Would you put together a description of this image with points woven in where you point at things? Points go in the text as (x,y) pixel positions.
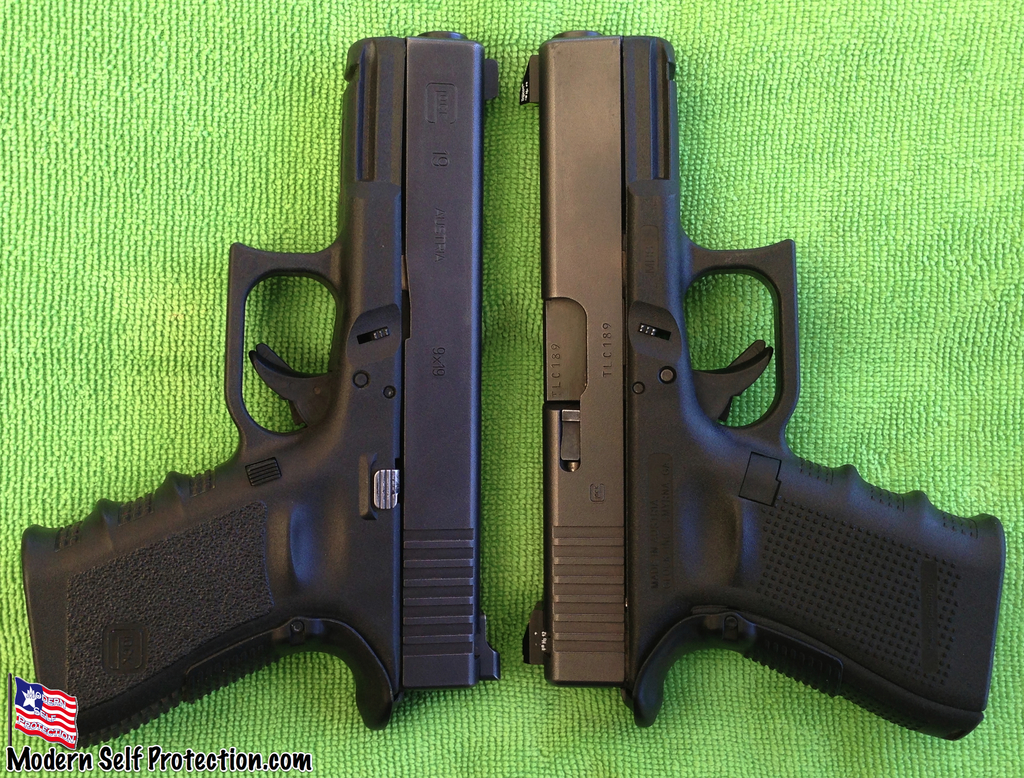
In this image, we can see two guns (372,500) are placed on the green cloth (850,738). In the bottom left (253,767), we can see a flag (46,717) and some text (204,766) in the image.
